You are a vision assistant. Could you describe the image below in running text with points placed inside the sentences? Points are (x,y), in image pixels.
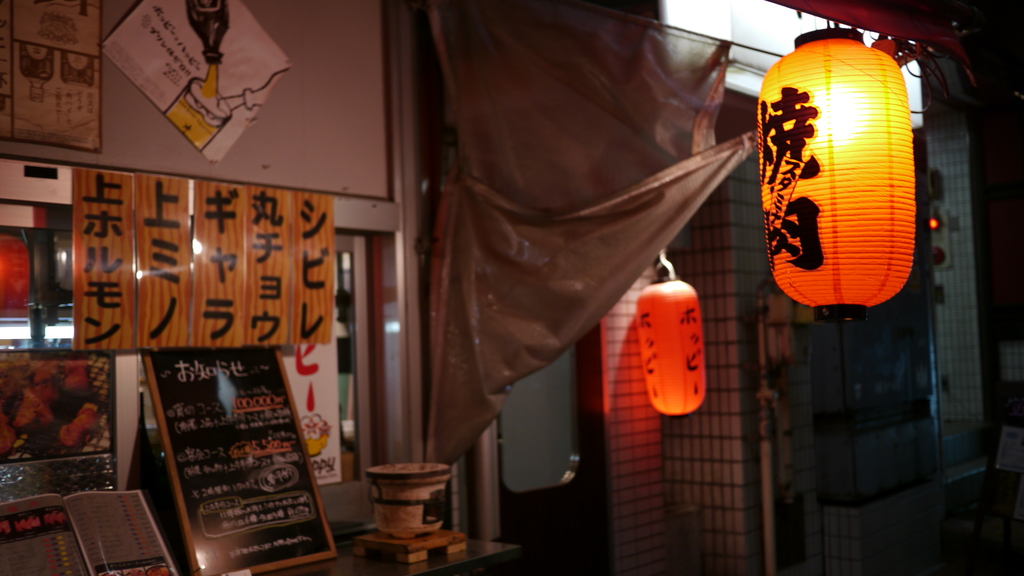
This picture is an outside view of a shop (605,376). In this image we can see lamps (672,358), grills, curtain (575,119), boards (249,337), table (437,561), bucket (400,476), papers (242,32), wall (956,168), lights (674,334). At the top of the image (964,45) there is a roof (953,32).
